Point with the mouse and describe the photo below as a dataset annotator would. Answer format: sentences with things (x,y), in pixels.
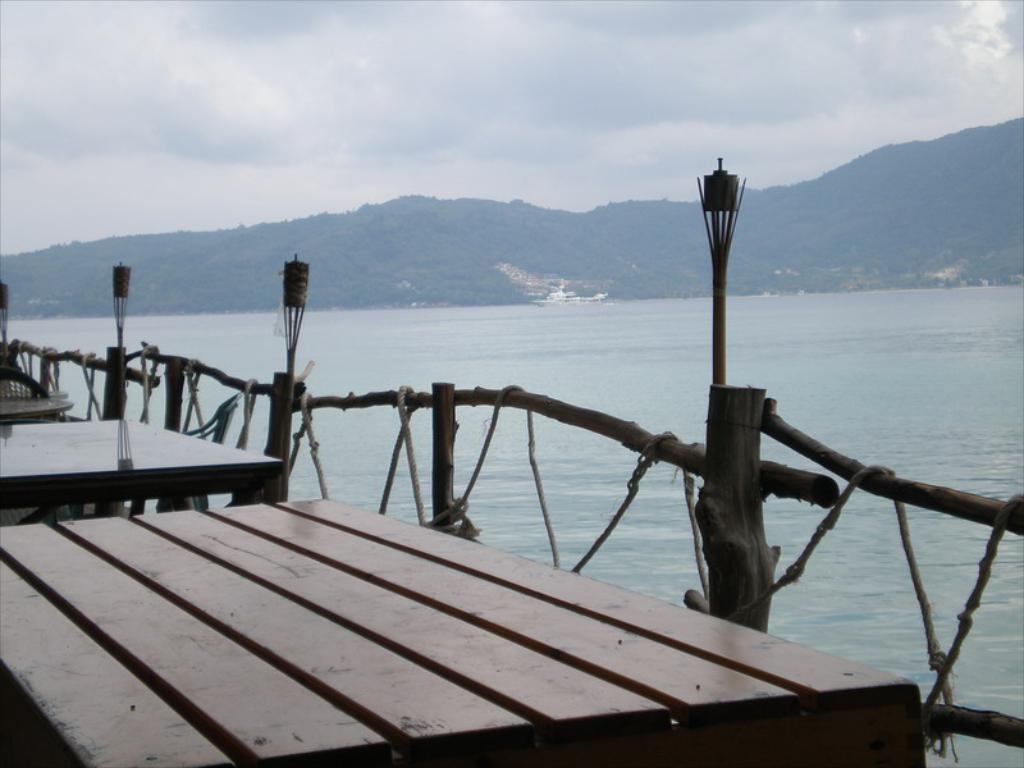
In this image we can see sky (606,124) with clouds (139,97), hills (600,273), water (583,396), wooden fence (506,405) and tables (250,575) on the floor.
